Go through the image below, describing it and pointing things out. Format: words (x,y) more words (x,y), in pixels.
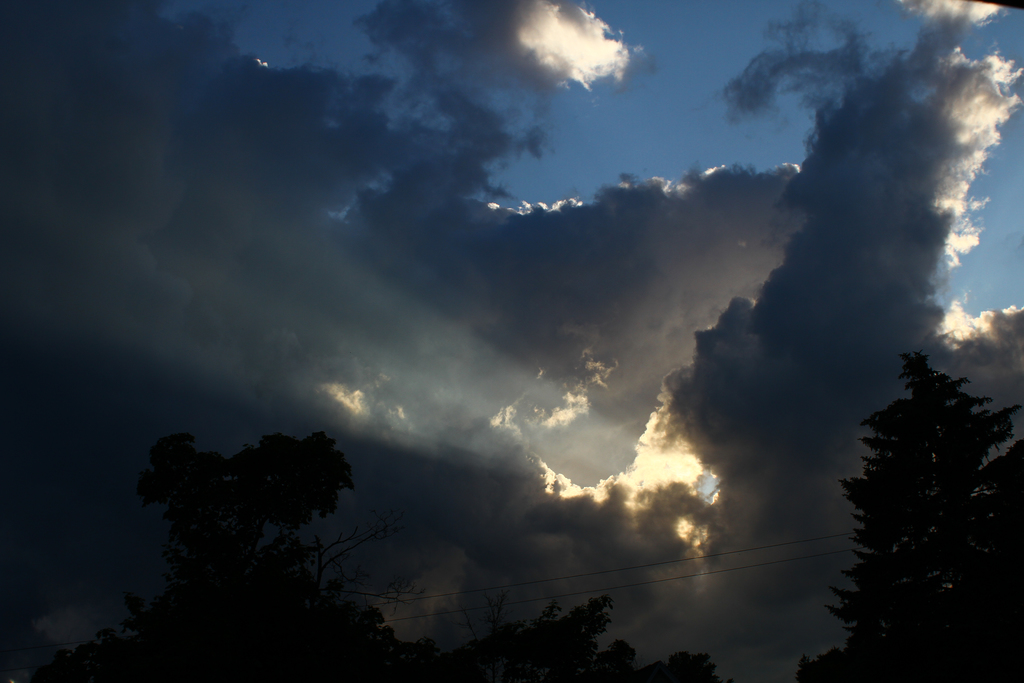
In this image we can see some trees (185,439) and cloudy sky (666,392).
